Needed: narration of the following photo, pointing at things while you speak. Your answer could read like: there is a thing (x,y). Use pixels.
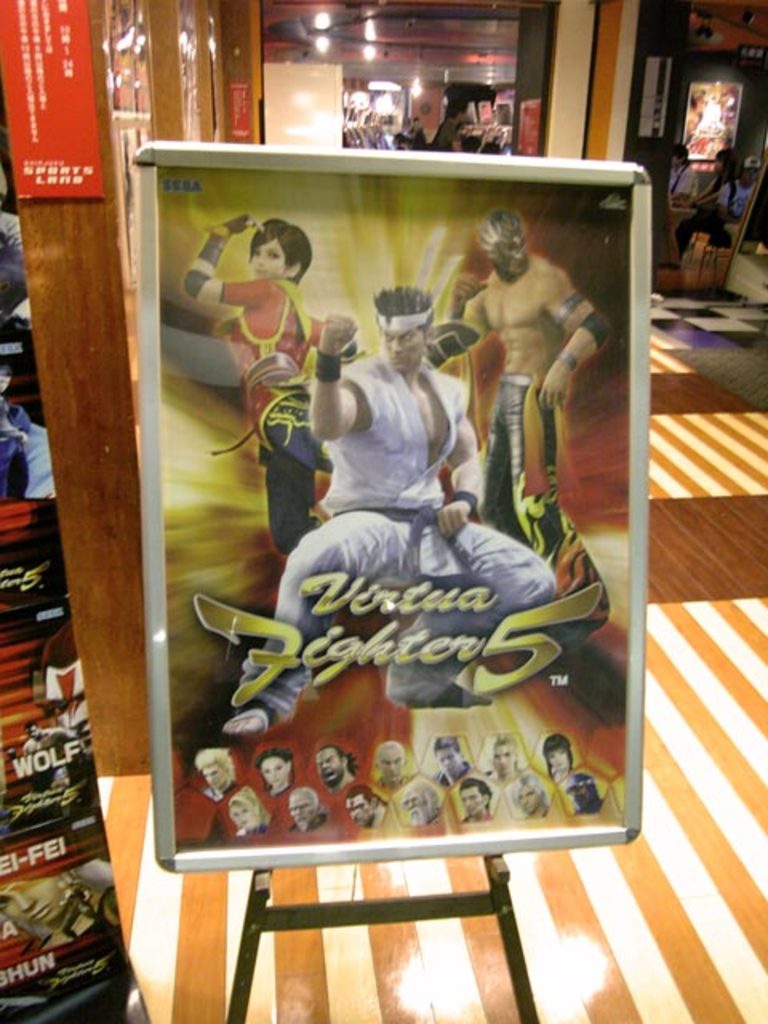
This picture show about the cartoon board (281,805) placed in the front of the image (228,327). Behind there are some girls (679,178) sitting and above them we can see other posters (649,104) on the wall (647,152).
